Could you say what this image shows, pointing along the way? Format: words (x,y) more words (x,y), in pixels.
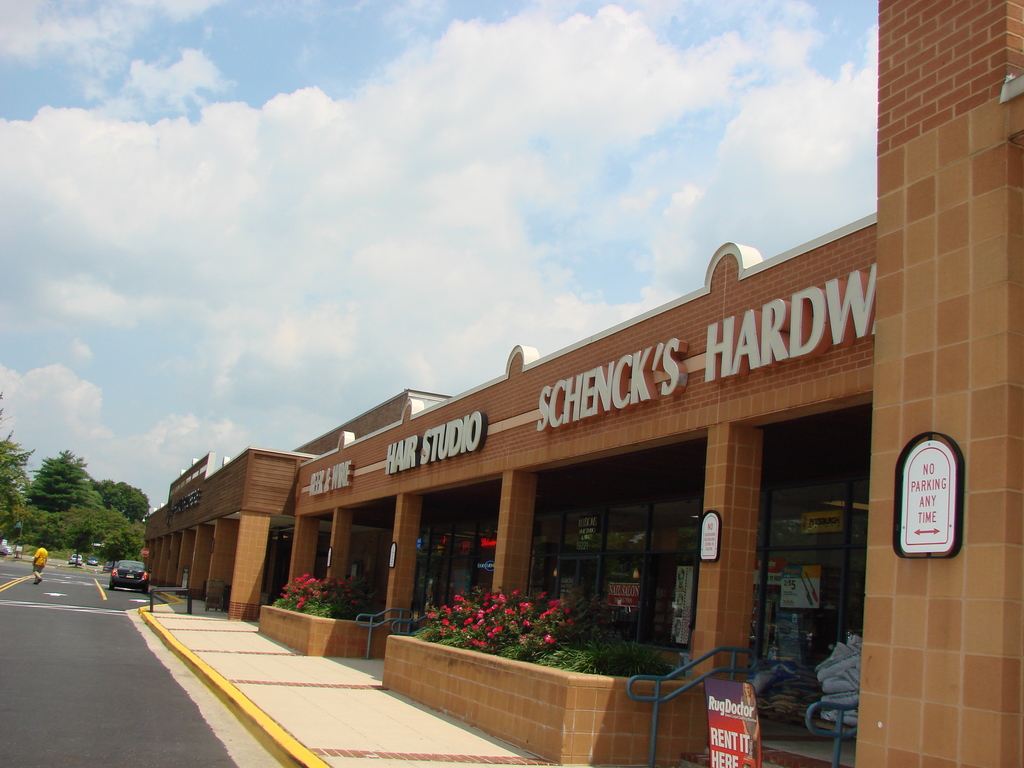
In this picture we can see clouds (234,286) in the sky (156,395). We can see trees (61,525), pillars (966,431), letter boards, flower plants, railings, boards (932,454) and few objects (491,541). We can see vehicles (127,563) on the road (27,584). We can see a person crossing the road (13,577). In the bottom right corner of the picture (719,697) we can see a board (740,698) with some information (727,699).
